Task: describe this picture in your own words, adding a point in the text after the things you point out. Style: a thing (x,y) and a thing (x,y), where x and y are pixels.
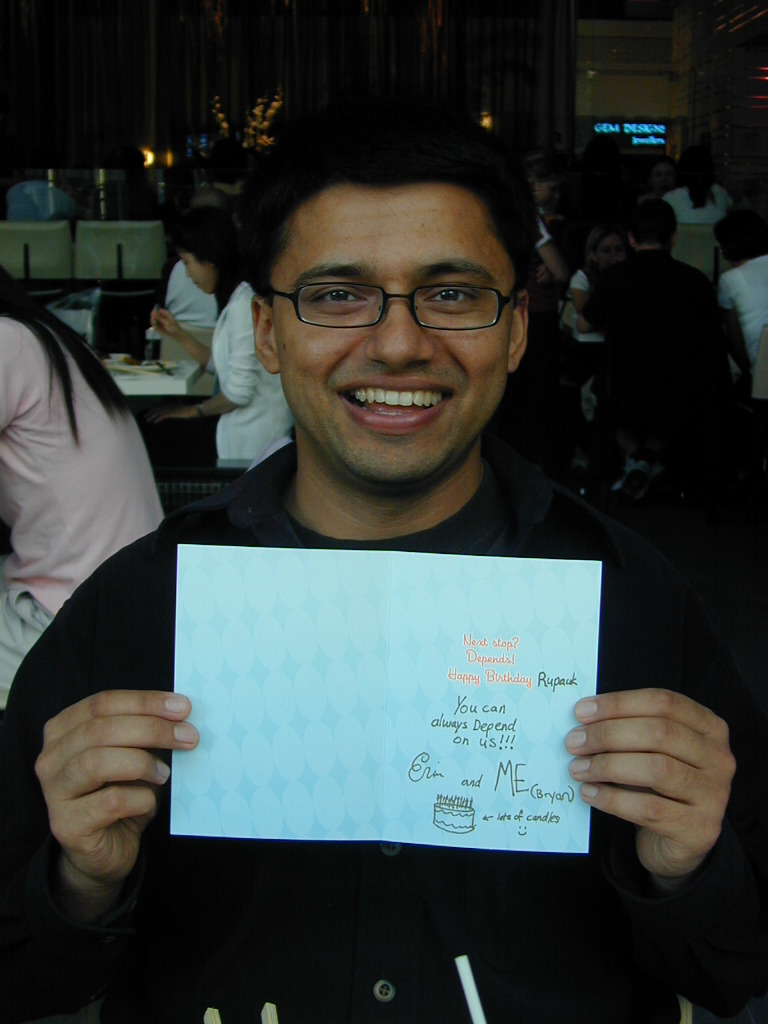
In this picture we can see a person (175,521) holding a card (318,743). There are few people (220,180) and a curtain (536,21) in the background (265,383). We can see a few lights (758,97).
